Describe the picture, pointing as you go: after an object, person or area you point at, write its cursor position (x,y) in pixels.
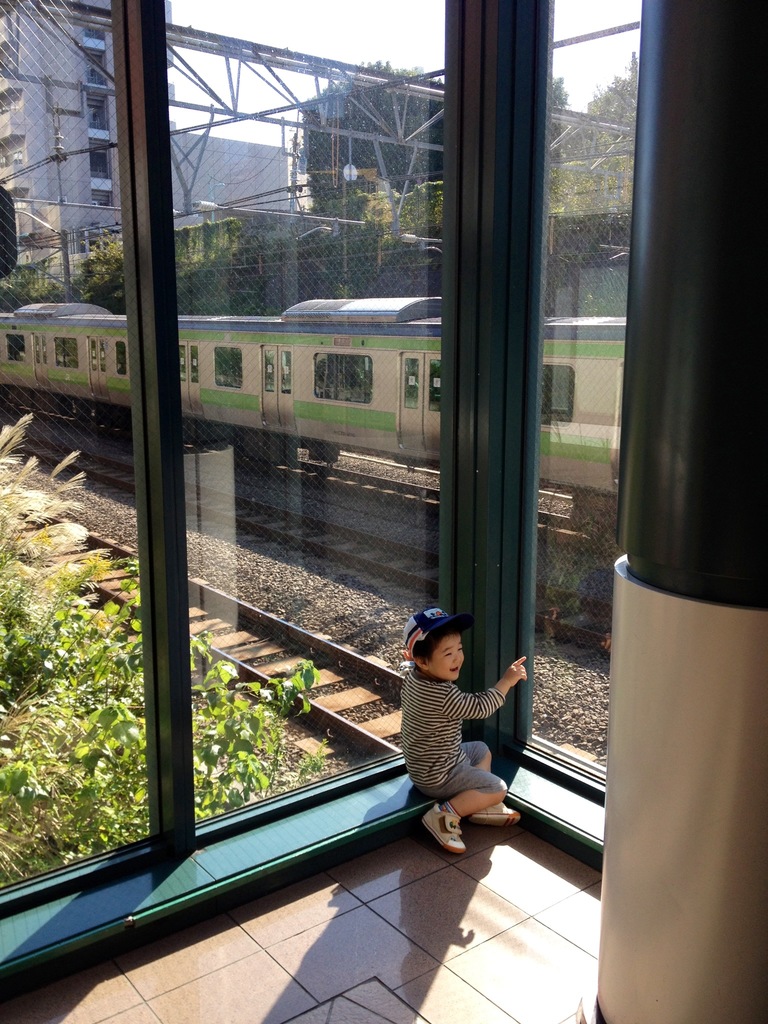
At the bottom of this image (451,740), there is a child (431,657) sitting. Beside this child (431,720), there is a glass window (443,476). On the right side (717,558), there is a pillar (668,737). Through these glass windows (229,394), we can see there is a train (592,385) on a railway track (571,514). Beside this railway track (336,479), there is another railway track (192,592), there are plants (47,583), buildings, electric lines (177,132), poles (292,189) and sky (245,82).
